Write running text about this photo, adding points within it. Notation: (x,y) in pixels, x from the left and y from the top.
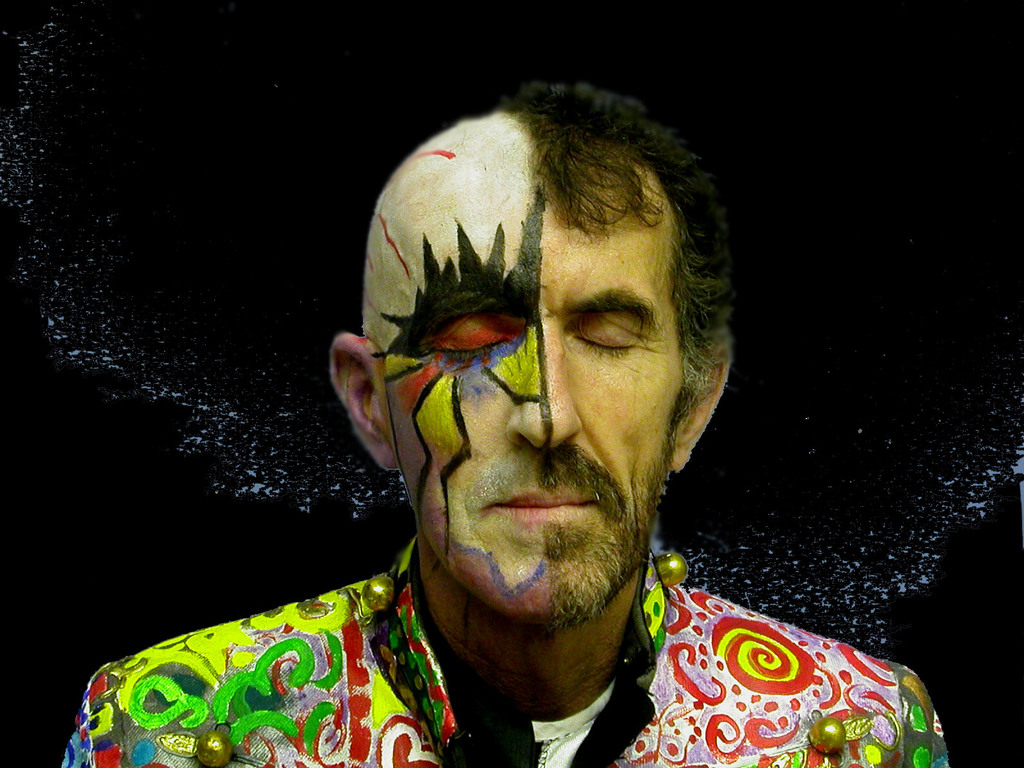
In the center of the image (439,276) we can see a person's face (449,427). On his face (563,441) we can see painting (442,474).
